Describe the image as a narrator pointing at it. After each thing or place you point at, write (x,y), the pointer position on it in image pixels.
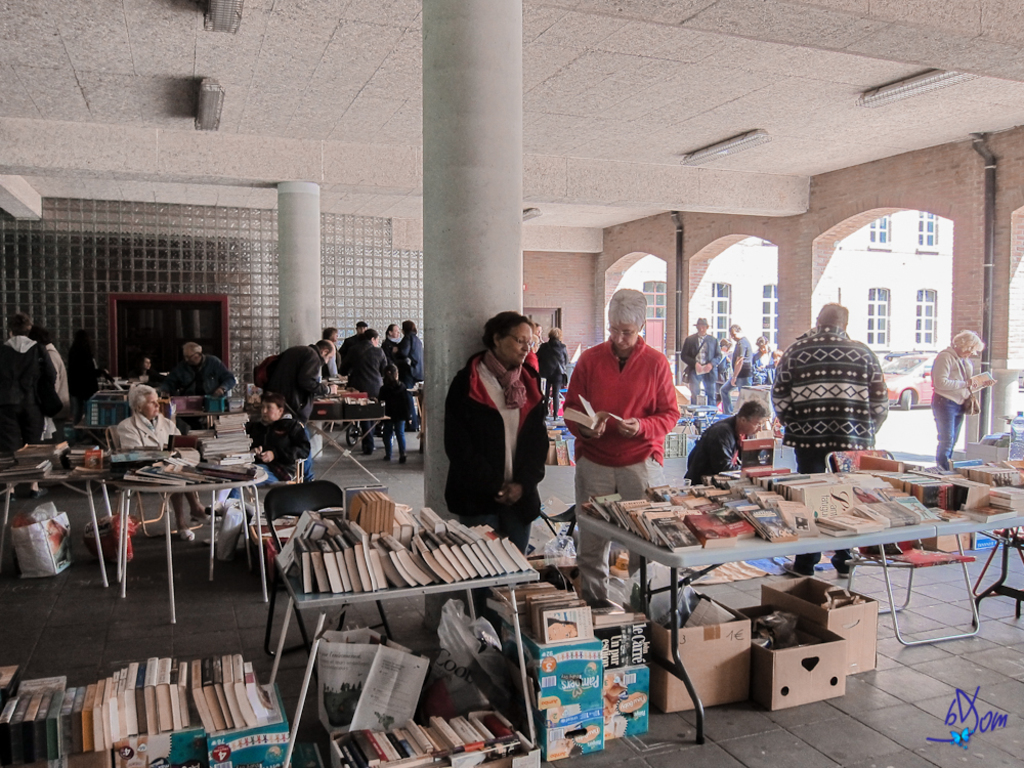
There are many people (284,390) in this picture who are reading books (674,521) and standing near the tables (358,419). In the background (133,370) we observe a glass door (191,313) and to the right of the image (714,299) there is a building (647,279) which has glass windows (884,333) and a car (893,369).
